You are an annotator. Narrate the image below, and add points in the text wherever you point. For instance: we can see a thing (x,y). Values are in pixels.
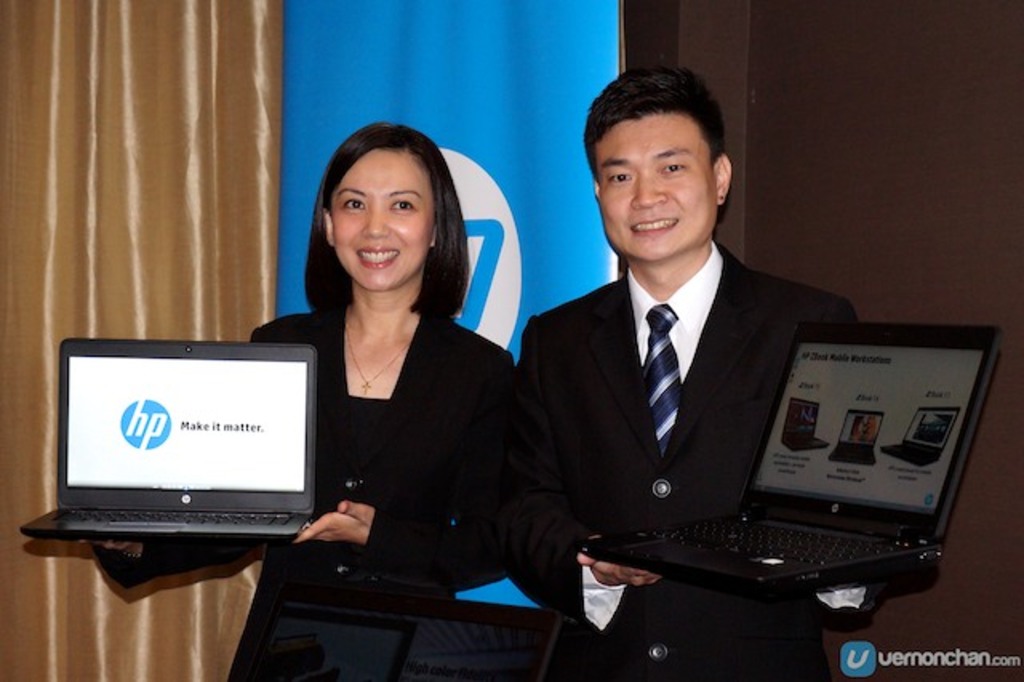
In this image we can see two persons (356,397) with smiling face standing and holding laptops (297,533). There is one blue banner (414,53) with text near the wall (991,626), one curtain (110,263) in the background (110,249) on the left side of the image (120,104), some text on the bottom right side (893,649) corner of the image, three laptops (881,492) with text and images (337,638).
